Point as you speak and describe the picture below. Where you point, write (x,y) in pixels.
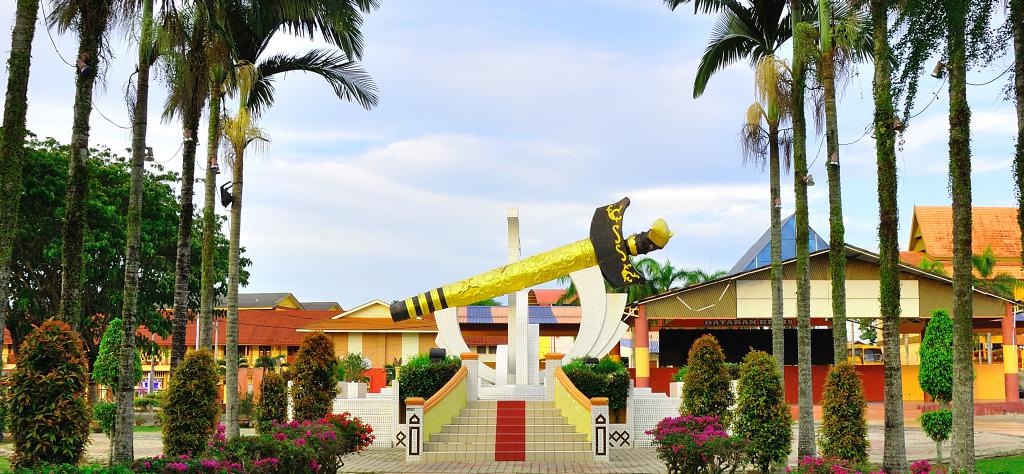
In this picture we can see few flowers (307,450), trees (78,311) and buildings (751,339), in the background (520,232) we can see clouds (408,170), in the middle of the image (614,239) we can see a sculpture (599,239).
